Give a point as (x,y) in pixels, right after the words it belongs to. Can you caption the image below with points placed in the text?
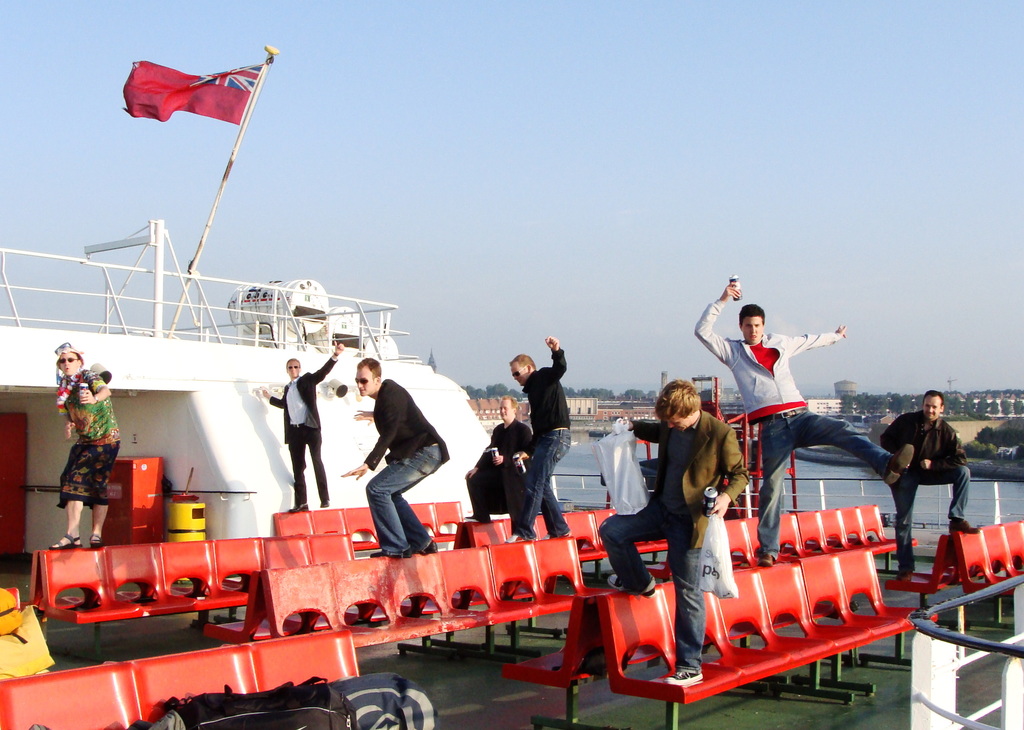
In this picture, we see people (93,487) standing on the chairs (568,580). The man (664,448) in the middle of the picture (678,434) is holding a can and plastic bag (639,496) in his hands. Beside them, we see an iron railing (306,318) and a flag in red color. Behind them, we see water (1007,490). There are trees (1015,394) and buildings (615,411) in the background (588,388). At the top of the picture (586,134), we see the sky (492,125).
